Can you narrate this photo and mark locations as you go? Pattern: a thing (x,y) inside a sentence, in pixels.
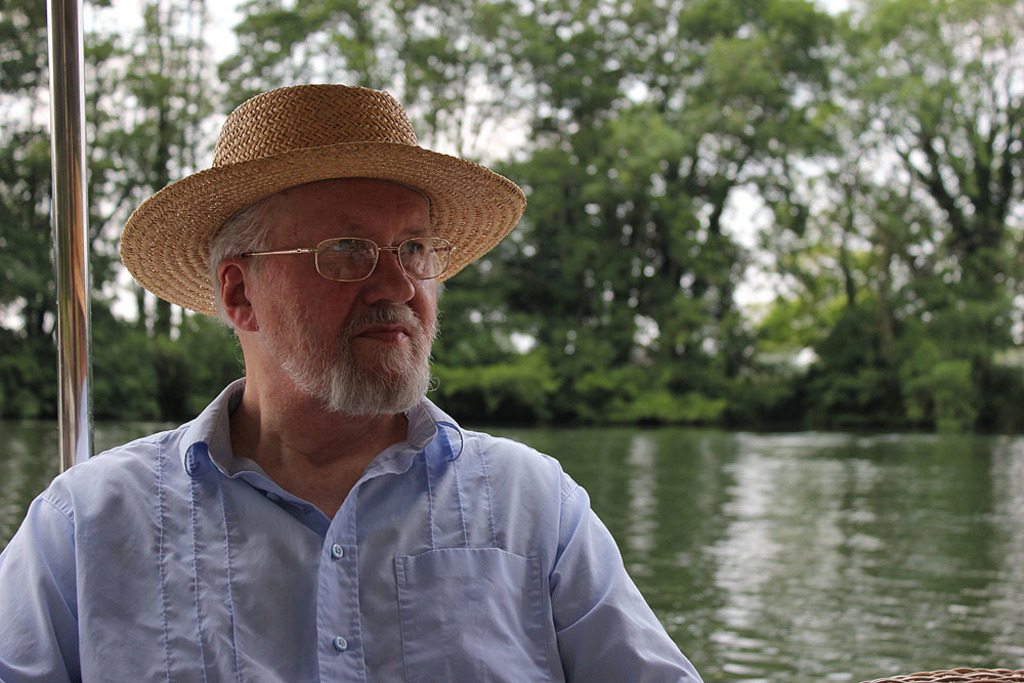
This is the man (424,592) sitting. He wore a hat (250,113), spectacles (323,265) and a shirt (281,583). This looks like a pole (68,231). These are the water (748,570) flowing. In the background (669,123), I can see the trees (717,228) and plants (976,370).
